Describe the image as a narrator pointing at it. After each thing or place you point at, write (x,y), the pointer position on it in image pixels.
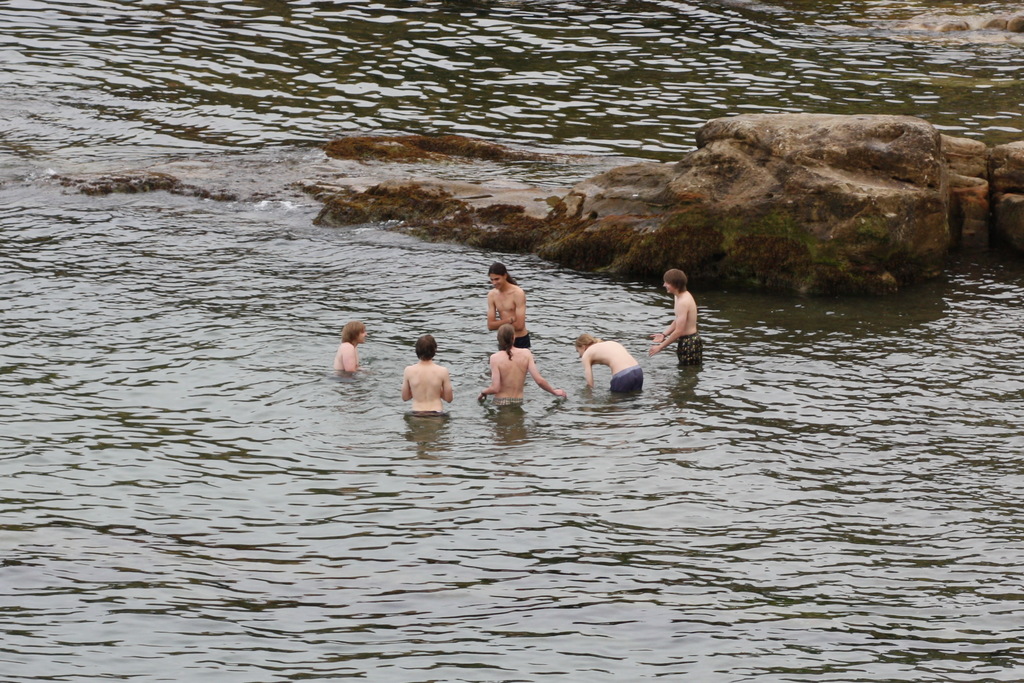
In this image in the center (521,310) there are persons (420,348) standing in the water (569,316). In the background (620,202) there are rocks (824,187) and there is water (540,85).
